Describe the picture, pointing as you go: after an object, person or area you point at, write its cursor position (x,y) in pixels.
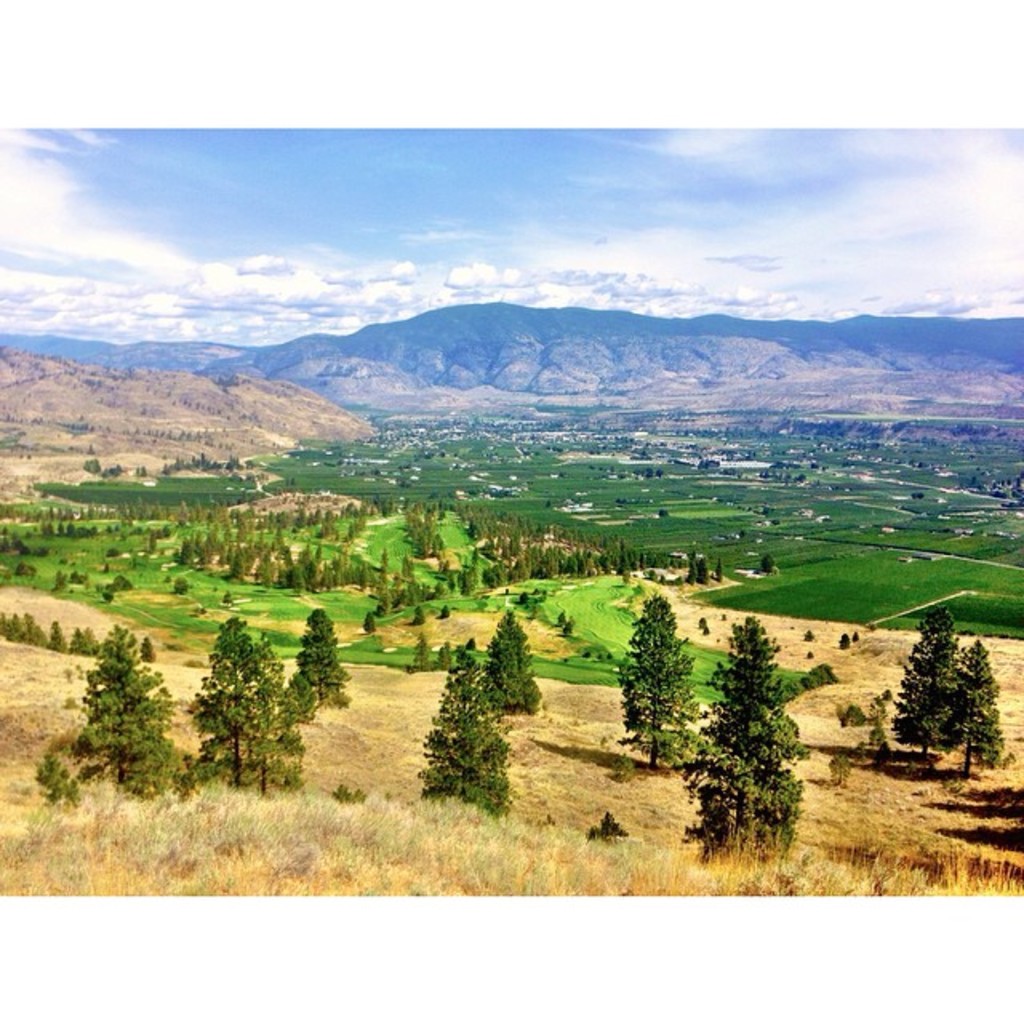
In this image few trees (971,721) are on the grassland (574,653). Background (53,361) there are few hills (84,417). Top of the image (508,288) there is sky (421,281) with some clouds (262,282).
